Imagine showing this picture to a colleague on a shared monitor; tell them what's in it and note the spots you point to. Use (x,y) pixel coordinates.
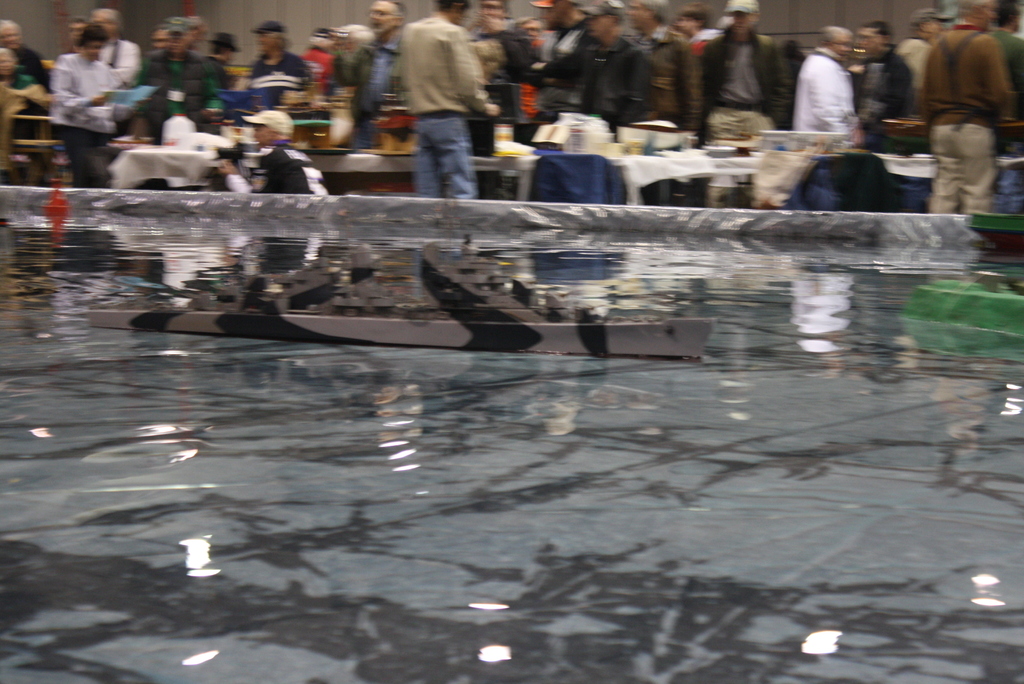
In this image I can see the water (758,476), background (107,61) I can see few persons (115,71), some are standing and some are sitting. I can also see few objects (641,131) on the table (688,156), background (265,13) the wall (313,23) is in cream color.
